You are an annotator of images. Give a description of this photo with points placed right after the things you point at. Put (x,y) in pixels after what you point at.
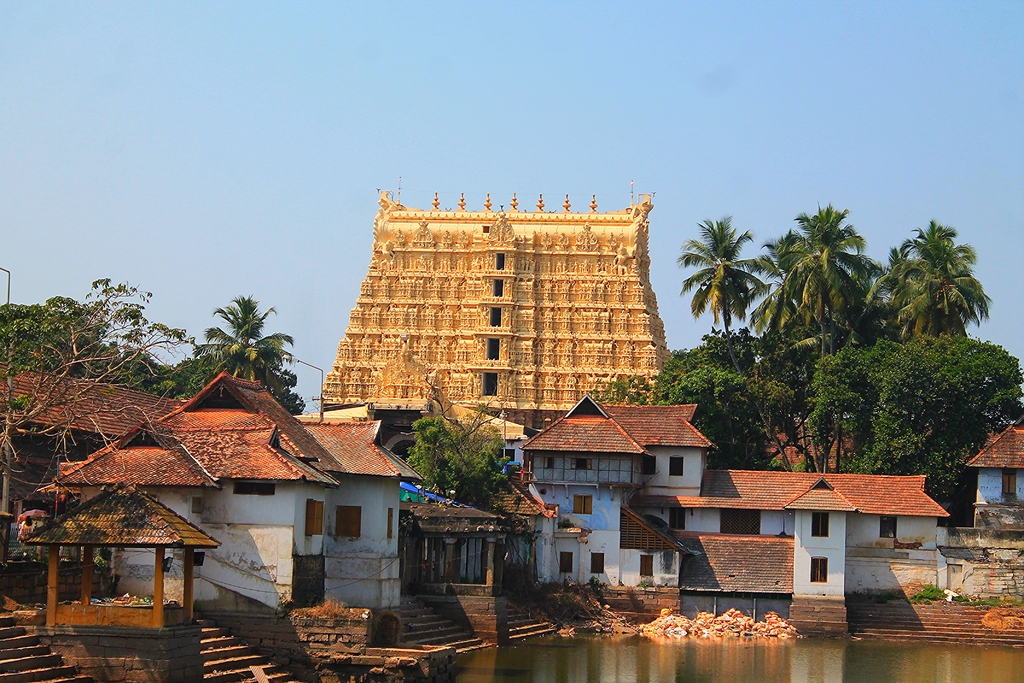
This is an outside view. At the bottom (606,657), I can see the water (671,646). In the middle of the image (510,287) there is a temple (441,360), many houses (618,505) and trees (811,378). At the top of the image (569,137) I can see the sky (389,78). In the bottom left (214,653), I can see the stairs (223,657).
